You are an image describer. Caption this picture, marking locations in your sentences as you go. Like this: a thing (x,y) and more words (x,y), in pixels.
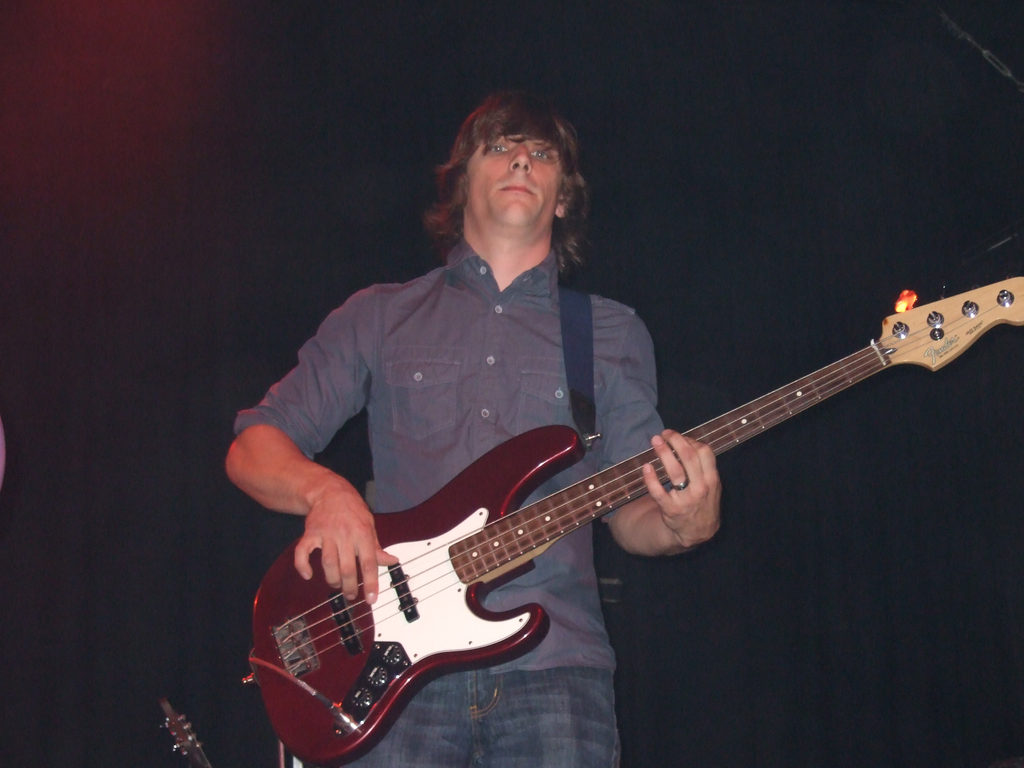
In the image we can see there is a man (301,563) who is holding guitar (417,527) in his hand (307,579).
